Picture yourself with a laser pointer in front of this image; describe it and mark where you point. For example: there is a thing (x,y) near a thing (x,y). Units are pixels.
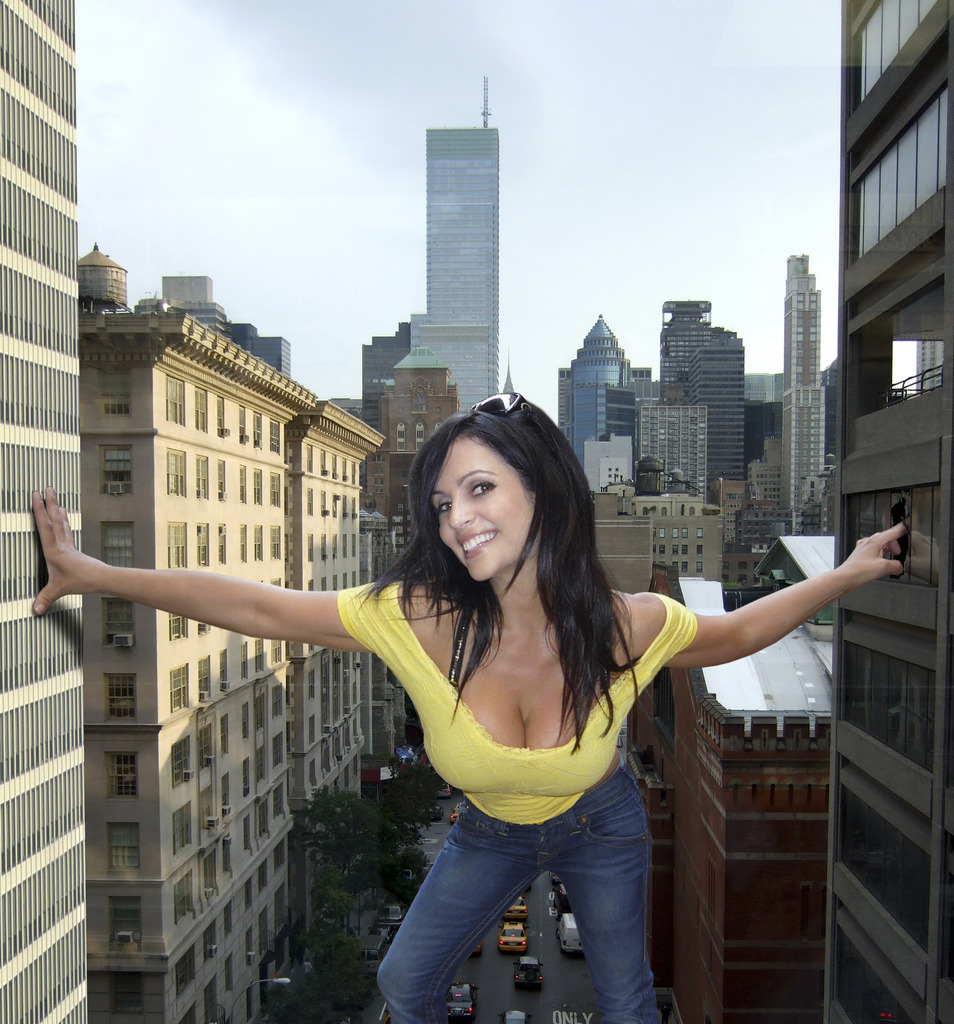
In this image we can see a woman (526,670) and she is smiling. Here we can see buildings (635,489), trees (296,1016), and vehicles (510,1012) on the road (541,882). In the background (374,307) there is sky (773,108).
